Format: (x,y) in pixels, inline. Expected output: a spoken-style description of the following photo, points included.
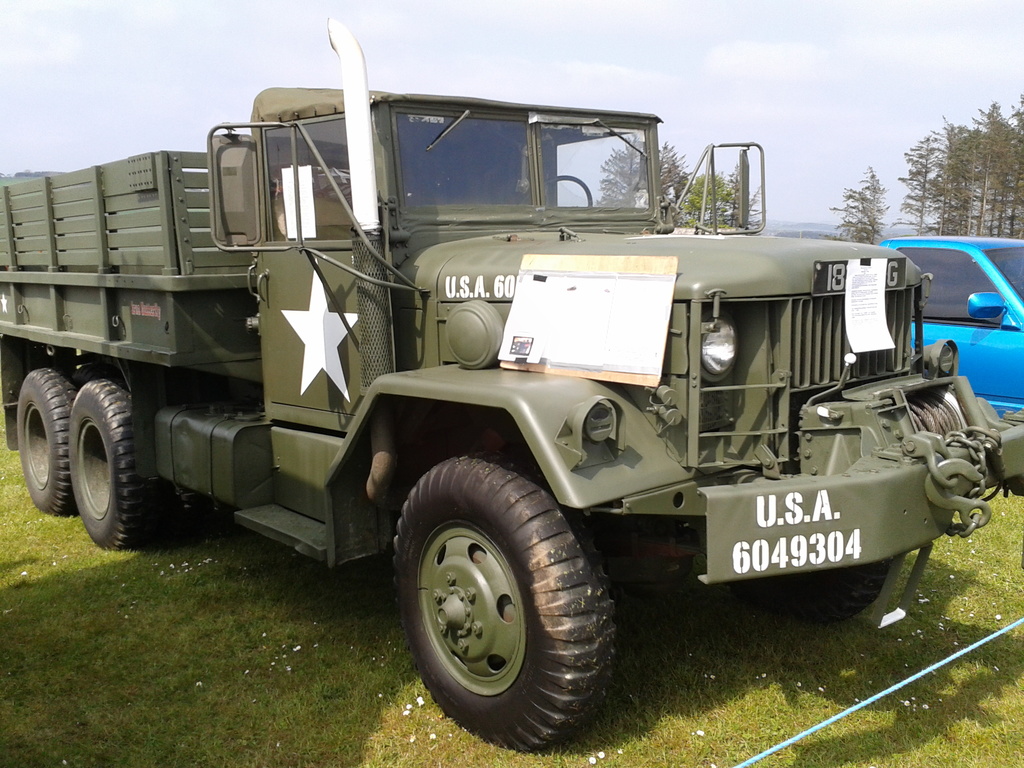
In this picture we can see vehicles (609,536) on the ground (50,723). There is a rope (823,725) and grass (129,667). In the background (655,102) we can see trees (1021,179) and sky (50,96).
